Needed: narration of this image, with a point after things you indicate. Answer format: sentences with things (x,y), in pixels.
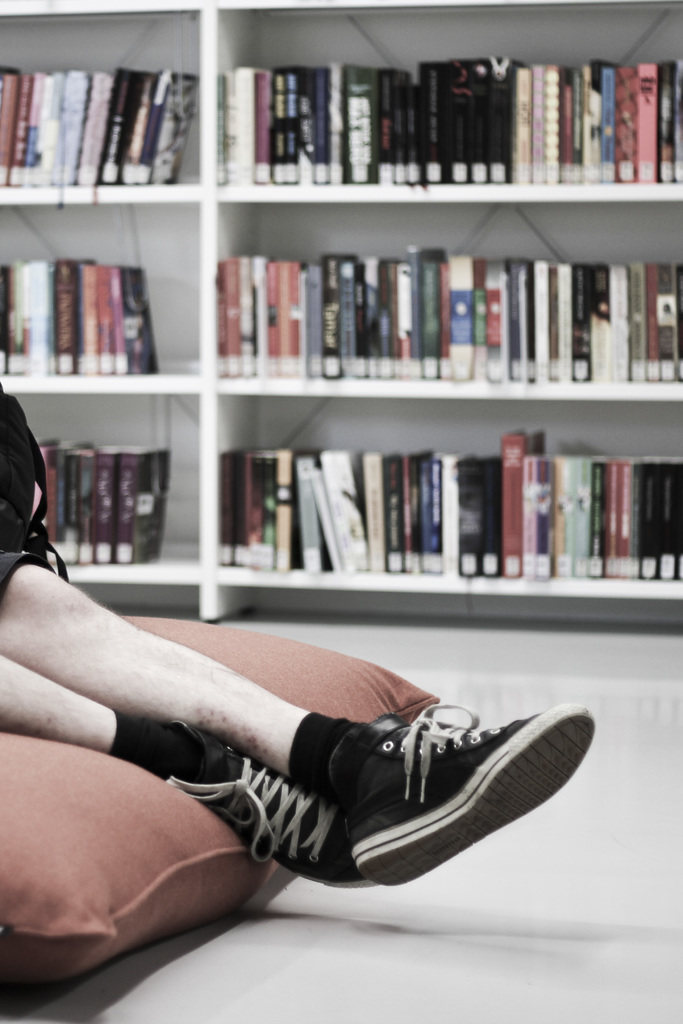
In the foreground of the picture (99,822) there are legs (125,715) of a person (195,716), on a pillow (168,793). In the background of the picture (153,520) there are books (1,115), in a bookshelf (471,205).
